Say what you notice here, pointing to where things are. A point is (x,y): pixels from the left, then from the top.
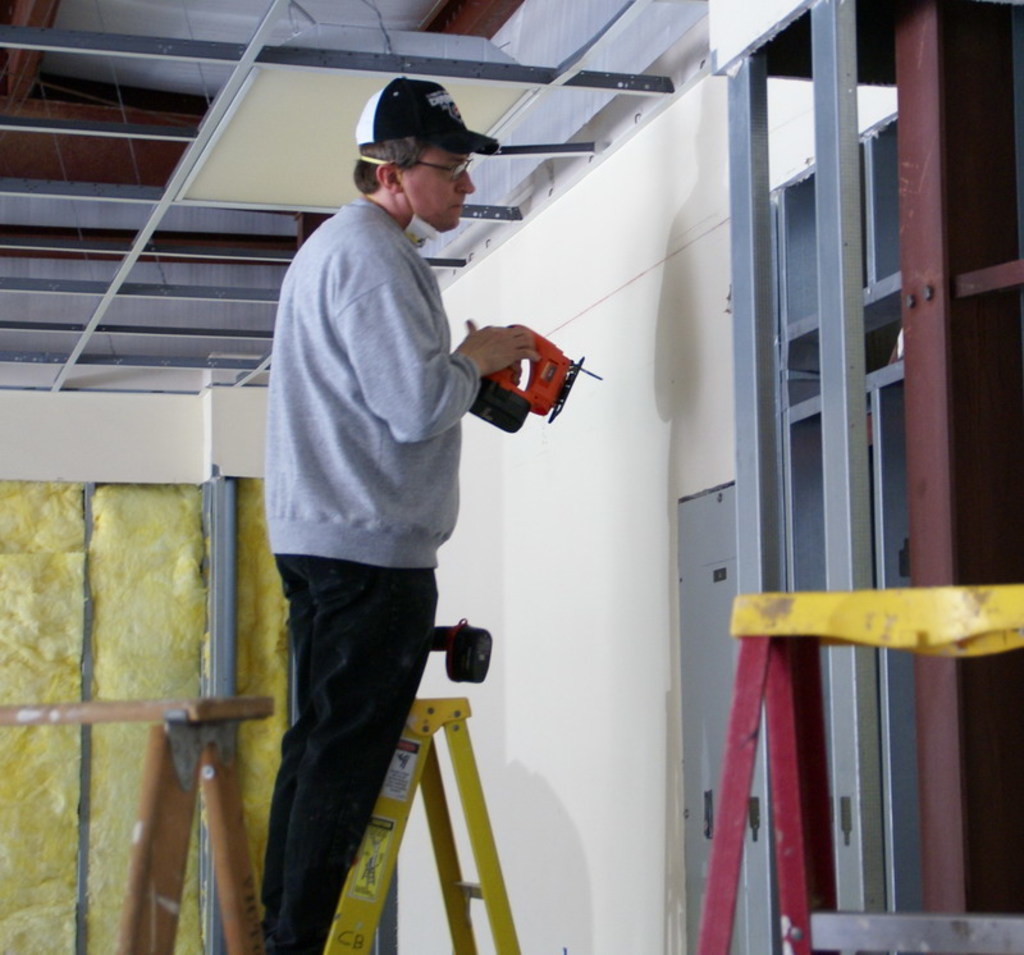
In the image there is a man (392,145) with cap (428,144) and spectacles (421,161) is standing on the ladder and he is holding a machine (487,414). In front of him there is a wall (616,336) with doors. On the right corner of the image (759,610) there is a ladder (820,677) and also there are rods (858,311). At the top of the image (67,307) there is ceiling (296,20). On the left side of the image (156,921) there is a wooden object (170,876).
